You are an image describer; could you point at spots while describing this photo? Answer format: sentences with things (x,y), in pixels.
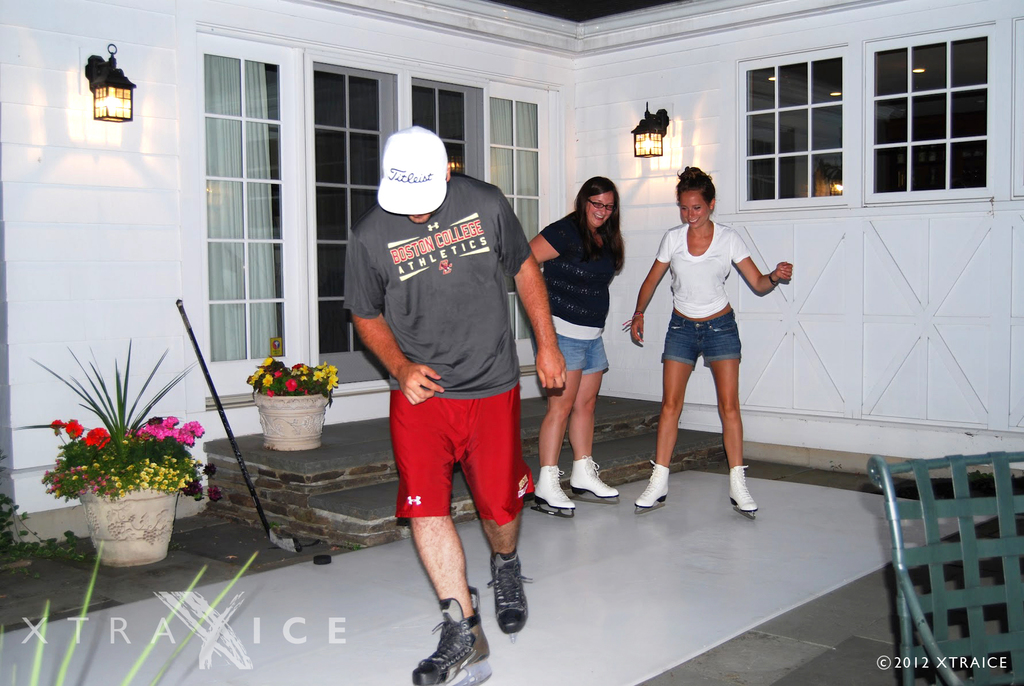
In this picture there is a boy (433,293) wearing grey color t-shirt (476,357) with red short (465,455) and doing a skating on the patio (364,646). Behind there are two girls (582,265) standing, smiling and looking to him. In the background (304,59) there is a white color wall (190,144) and glass window (507,127) and two hanging lights (121,103). On the bottom (108,509) there are two beautiful flower pots (144,484).
